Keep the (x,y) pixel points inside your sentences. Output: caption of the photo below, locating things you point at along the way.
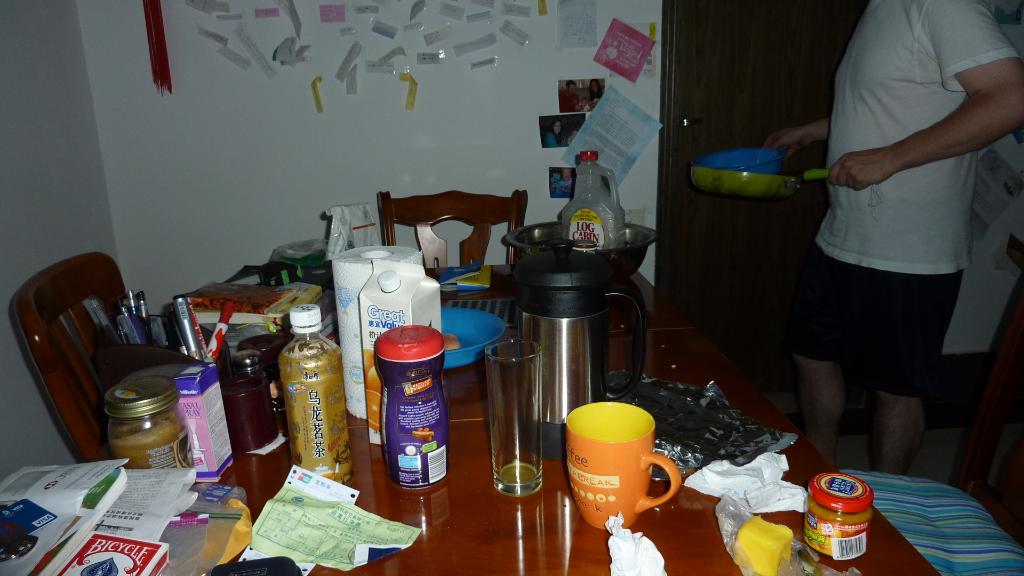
This image is clicked a room (692,307). There is a table (719,539) in the middle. There are so many things (649,239) placed on the table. There is a bottle (580,192) books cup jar (838,534) kettle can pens (123,312) on the table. There are chairs (996,487) around the table (543,519). one chair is placed in the middle of the image (438,230). Another chair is placed on the left side of the image (29,350). One is placed on the right side of the image (913,517). On the wall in the top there are papers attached to that. There is a man (814,435) standing on the right side (903,420) who is holding a pan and he is wearing white shirt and short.
